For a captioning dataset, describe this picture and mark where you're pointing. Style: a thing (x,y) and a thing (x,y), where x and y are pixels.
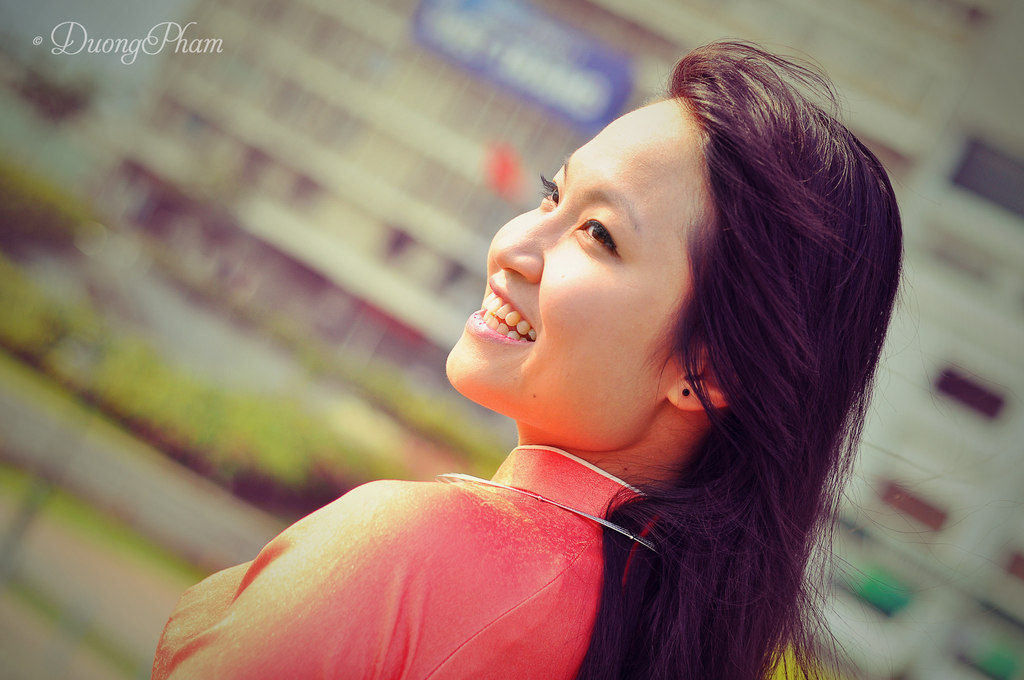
In the middle of the image (629,352), there is a woman (706,195) in orange color dress (481,529), smiling. On the top left (196,46), there is a watermark (206,36). And the background (257,50) is blurred.
